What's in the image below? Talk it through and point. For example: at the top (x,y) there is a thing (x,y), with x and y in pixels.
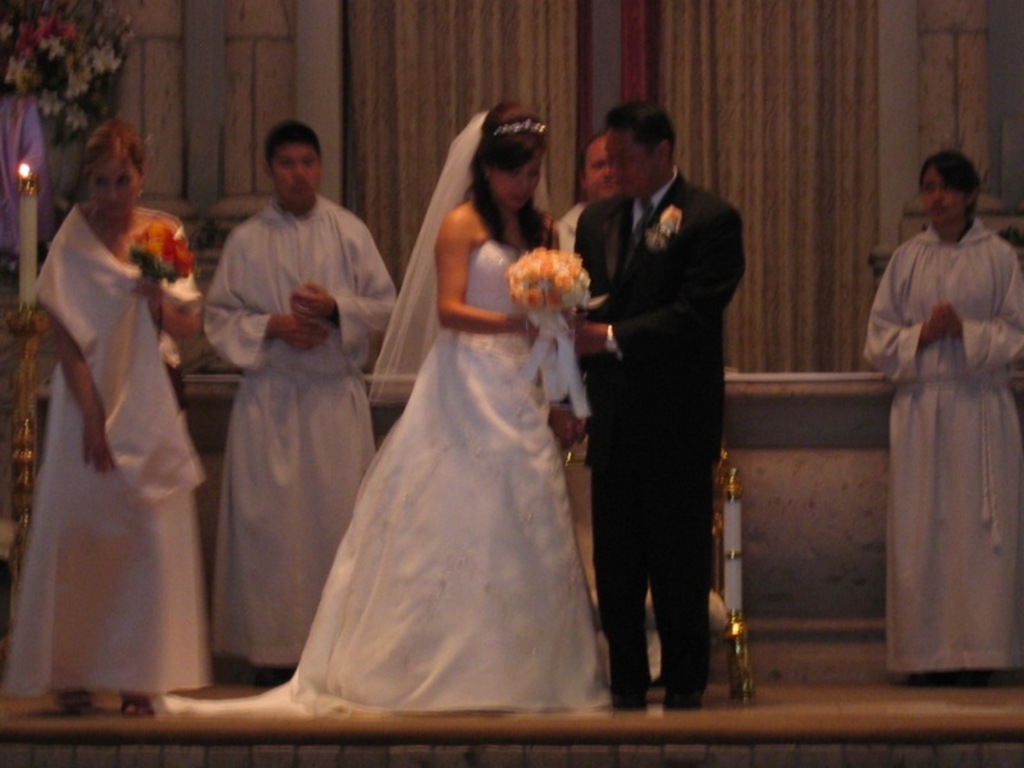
In this image we can see a couple (515,307) standing and holding a bouquet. In the background (437,13), we can see some people (301,181) standing, curtains (683,16) and pillars (224,135).
